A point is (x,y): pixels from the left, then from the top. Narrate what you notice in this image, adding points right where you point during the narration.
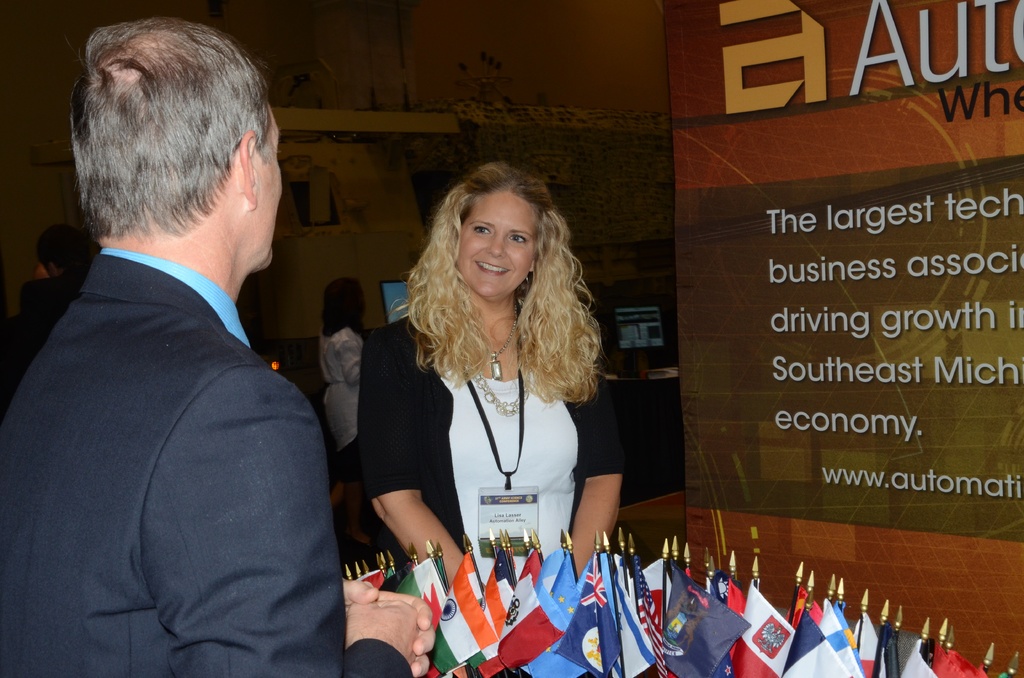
In the center of the image (528,359), we can see a lady (500,387) wearing id card (505,499) and smiling. In the background (386,310), there are some other people (245,464) and we can see monitors (389,290), flags (572,606) and boards (796,238).
